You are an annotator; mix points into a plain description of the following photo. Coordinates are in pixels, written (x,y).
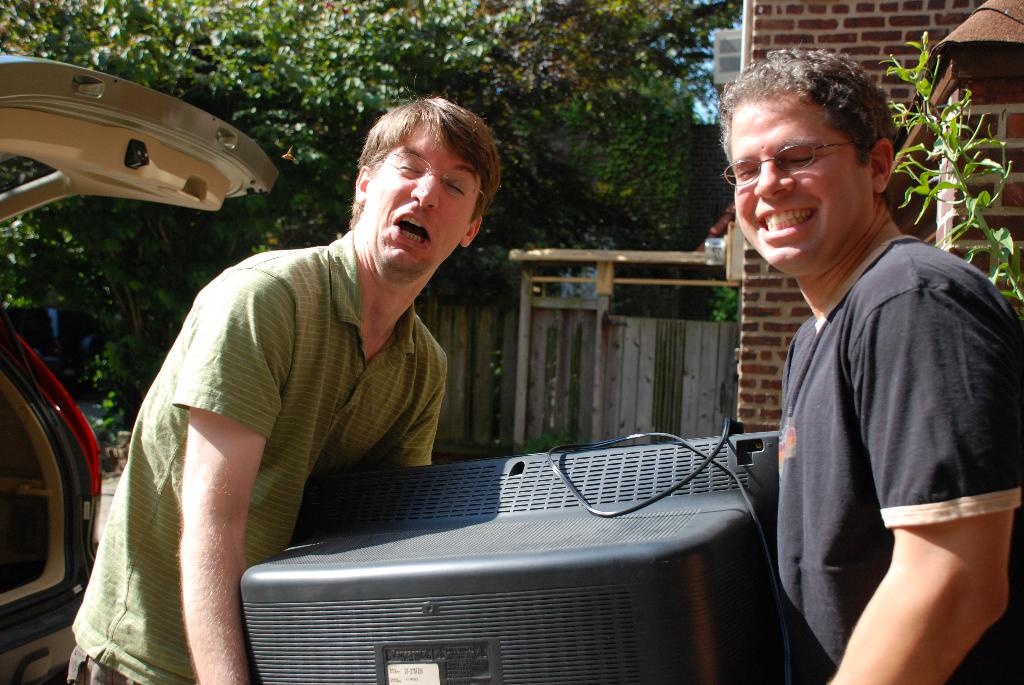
In the image I can see two people (377,464) who are holding the television (529,666) and beside there is car (65,652) and also I can see some trees (519,89) and a brick wall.
